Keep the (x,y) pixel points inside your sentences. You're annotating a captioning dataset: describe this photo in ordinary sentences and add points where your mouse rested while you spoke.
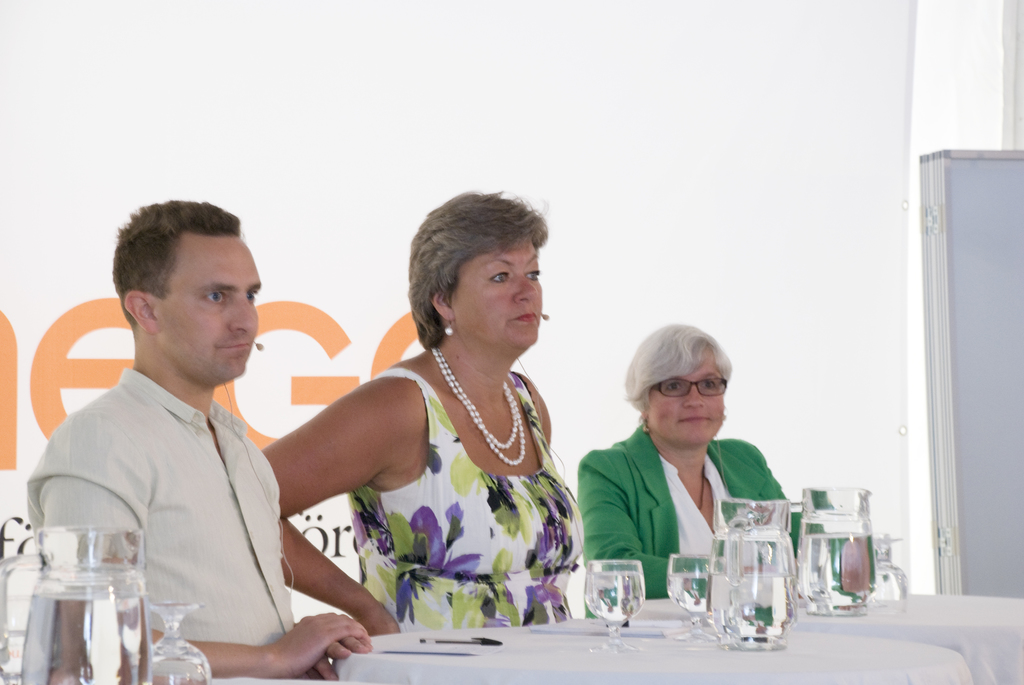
There are three members (386,417) in front of a table (471,669) Among the three, two (490,454) were women (609,468) and one of them is a man (194,500). On the table (623,631) there is a glass (619,605) and a jar (765,593) located. In the background (511,129) we can observe a poster (389,94) here.
